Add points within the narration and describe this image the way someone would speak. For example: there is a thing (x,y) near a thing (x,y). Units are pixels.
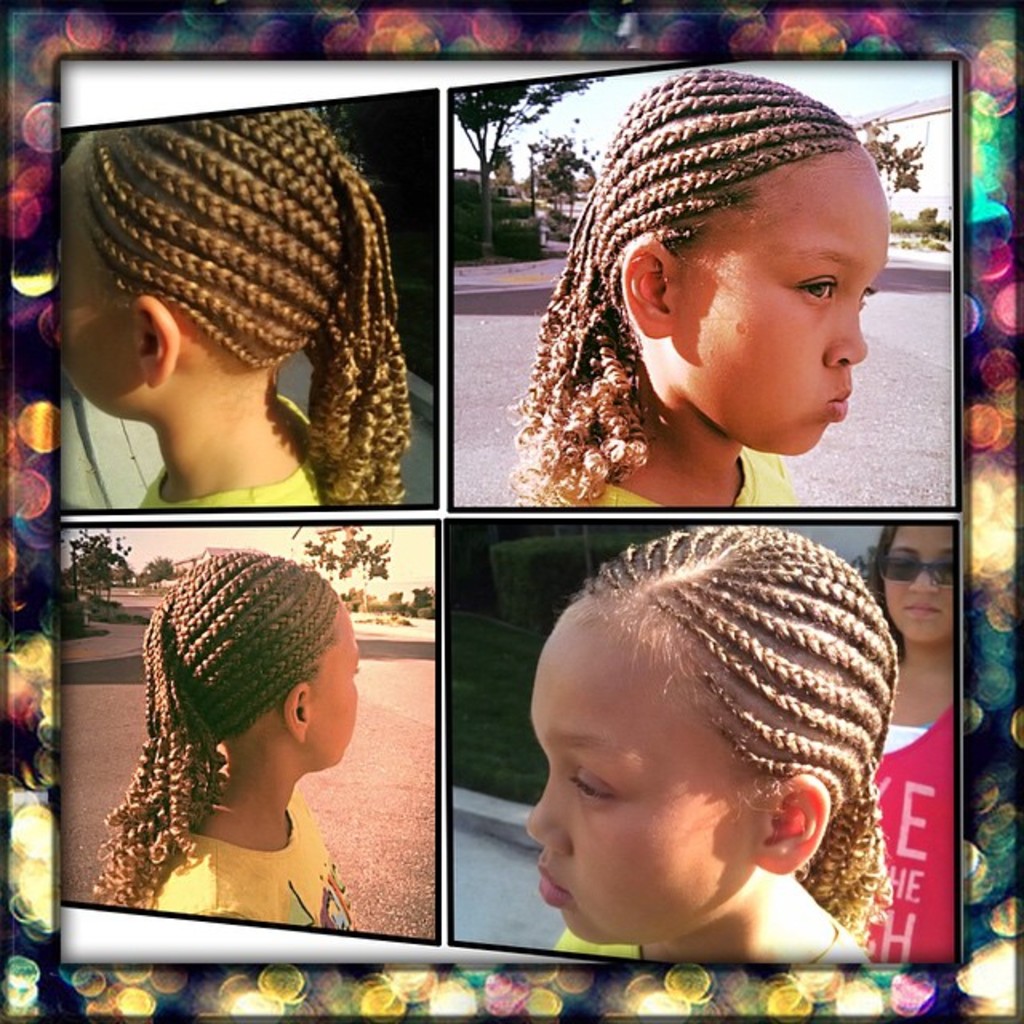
In this image I can see collage photos and in these photos I can see two girls (303,643), number of trees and the sky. I can also see one girl (897,597) is wearing a black shades (926,565).
